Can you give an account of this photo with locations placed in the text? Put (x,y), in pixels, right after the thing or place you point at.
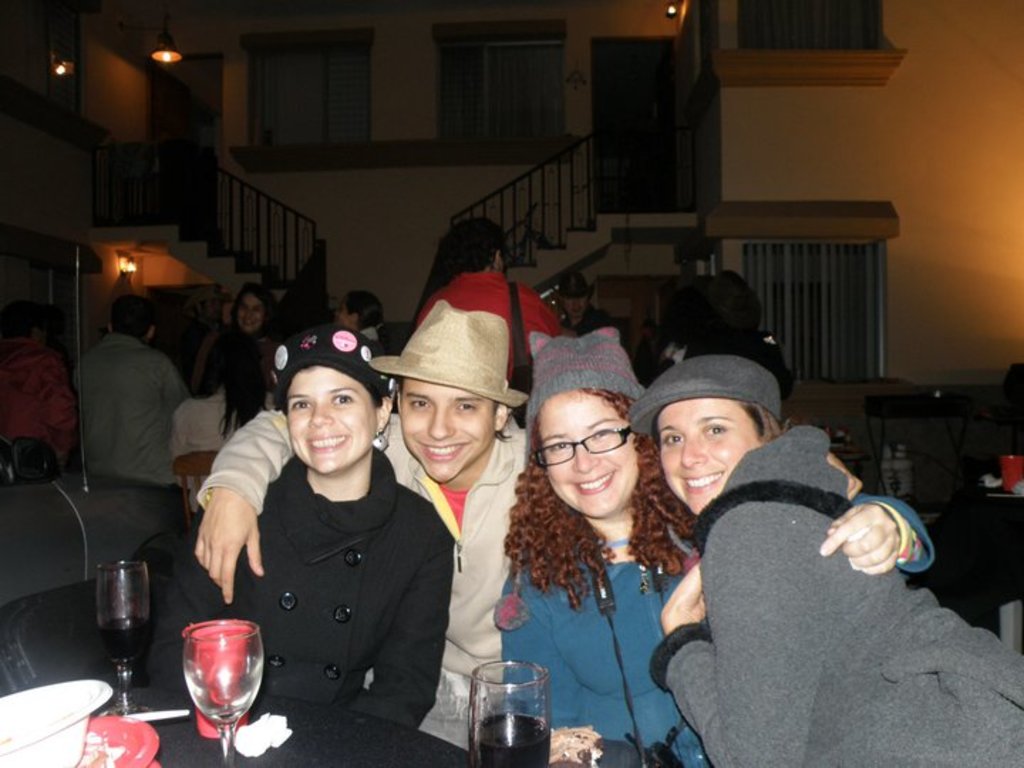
In this image I can see few persons (582,559) smiling and wearing caps (479,364). I can see a black colored table (343,744) in front of them and on the table (302,749) I can see few glasses (542,720) and few other objects (144,716). In the background (151,405) I can see few persons (159,387), few stairs (284,282), the railing (266,261), few lights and the building (531,65).
